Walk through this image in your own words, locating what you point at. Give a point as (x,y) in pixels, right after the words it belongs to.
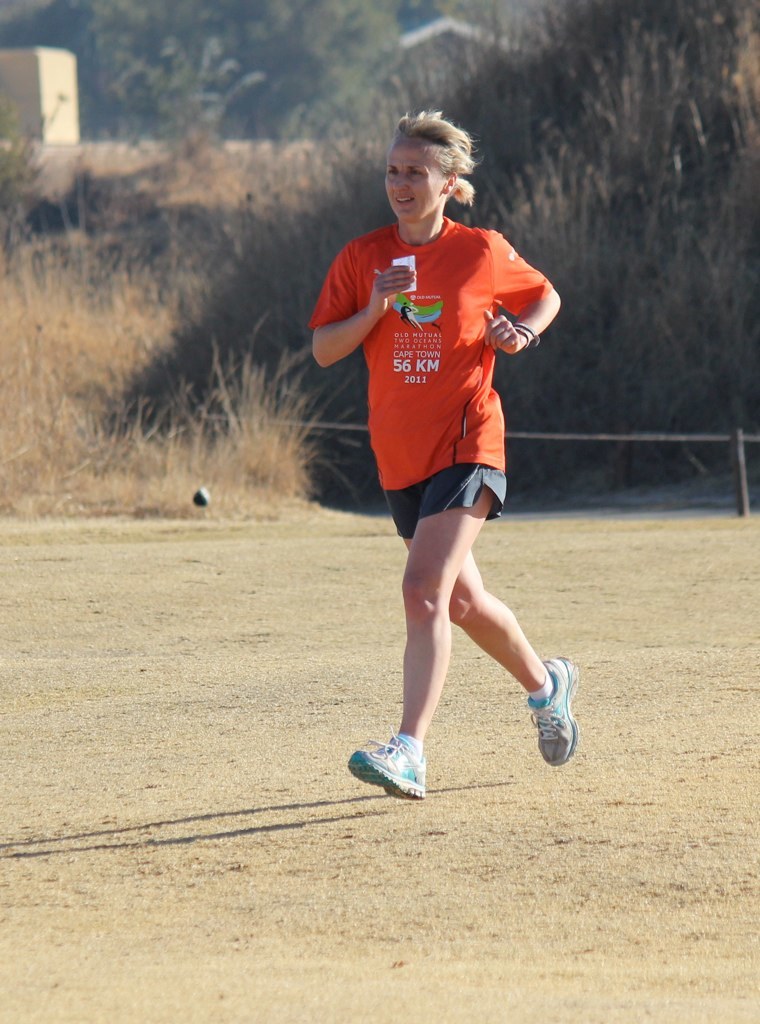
In the picture I can see a woman (503,257) running on the ground (455,644). She is wearing an orange color T-shirt (435,372) and black color shorts (492,481). In the background (686,170), I can see the trees (585,215).
